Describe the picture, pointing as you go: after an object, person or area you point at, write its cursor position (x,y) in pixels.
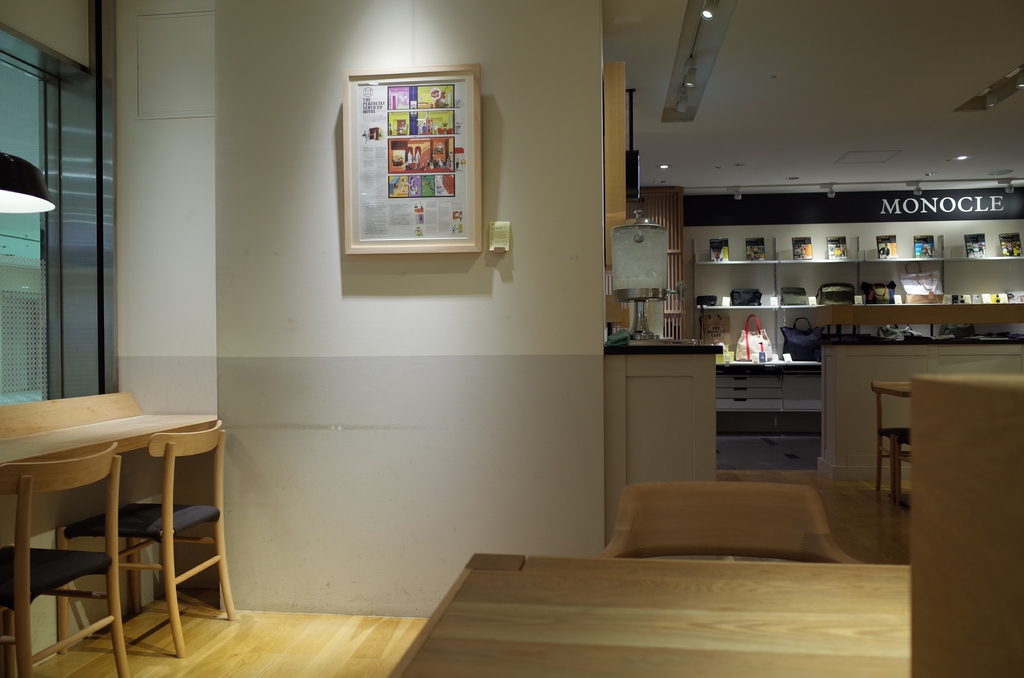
In this picture I can see the inside view of a building (883,19), where I can see 2 chairs (111,516) and a table (105,423) on the left side of this picture (115,400) and I can see a photo frame (398,195) on the wall (391,300). In the background (945,238) I can see the racks (826,265), on which there are bags (795,299) and other few things (1005,250). On the top of this picture (26,194), I can see the lights (21,182) and I see something is written and I can see the floor (320,665) on the bottom side of this picture (334,662).
